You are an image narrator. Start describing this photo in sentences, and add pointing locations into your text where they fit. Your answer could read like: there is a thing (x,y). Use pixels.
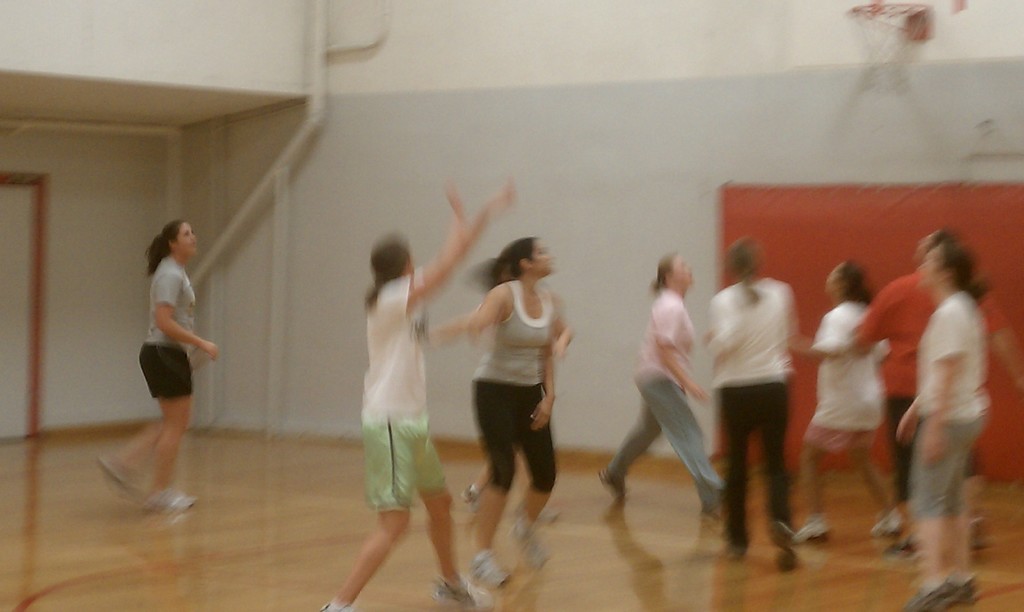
This image is taken indoors. In the background (208,199) there is a wall (699,172) and there is a basketball court (874,19). On the left side of the image (168,302) a woman (178,376) is walking on the floor (166,524). At the bottom of the image (197,575) there is a floor (627,569). In the middle of the image (463,326) a few women (495,397) are playing basketball.
